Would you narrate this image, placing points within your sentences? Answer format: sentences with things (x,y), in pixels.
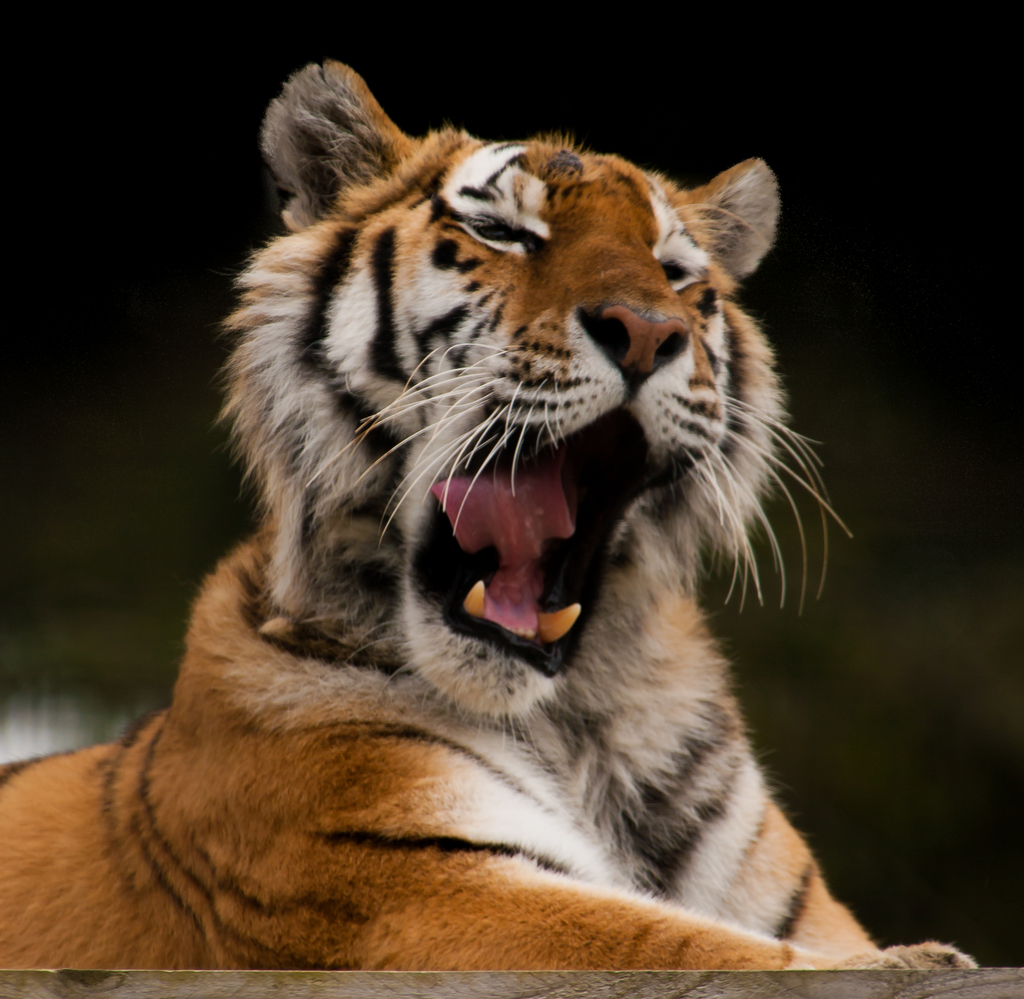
In the image there is a tiger (432,537), it is opening its mouth (511,486) very wide and the background of the tiger (490,706) is blur.
